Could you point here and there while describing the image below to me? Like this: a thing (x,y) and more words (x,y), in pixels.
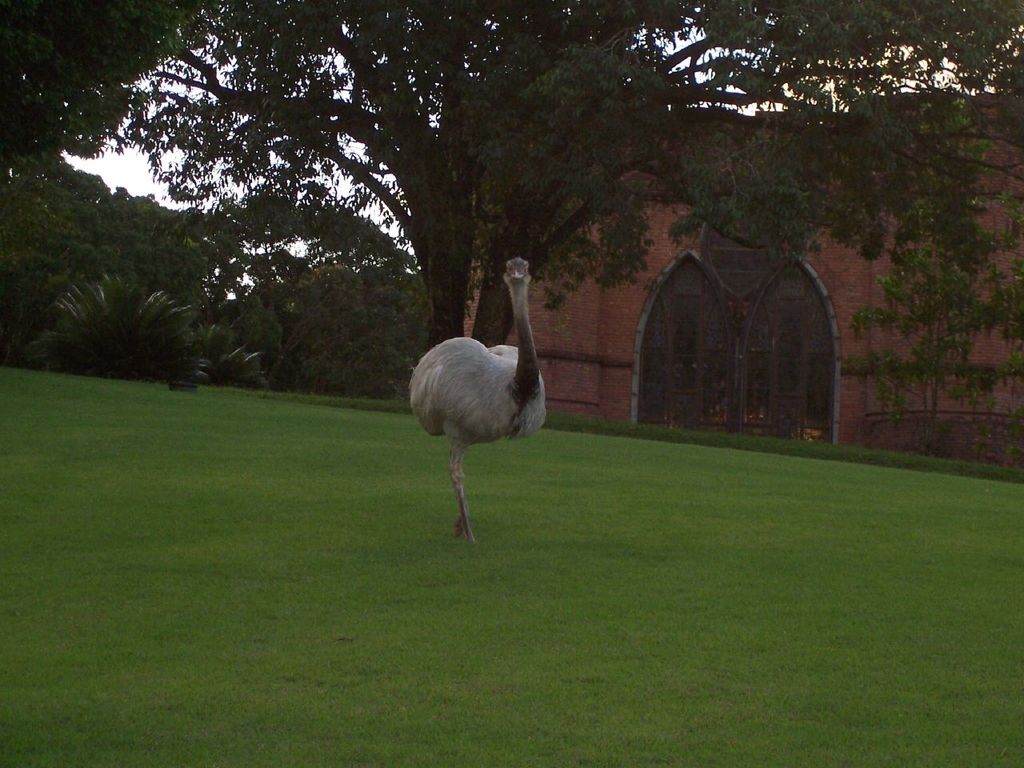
In this picture we can see an ostrich (488,410) standing on the ground (348,695), at the bottom (366,675) there is grass (398,602), on the right side (848,299) we can see a house (866,299), in the background (902,319) there are some trees (467,249), we can also see the sky (144,164) in the background (128,158).
